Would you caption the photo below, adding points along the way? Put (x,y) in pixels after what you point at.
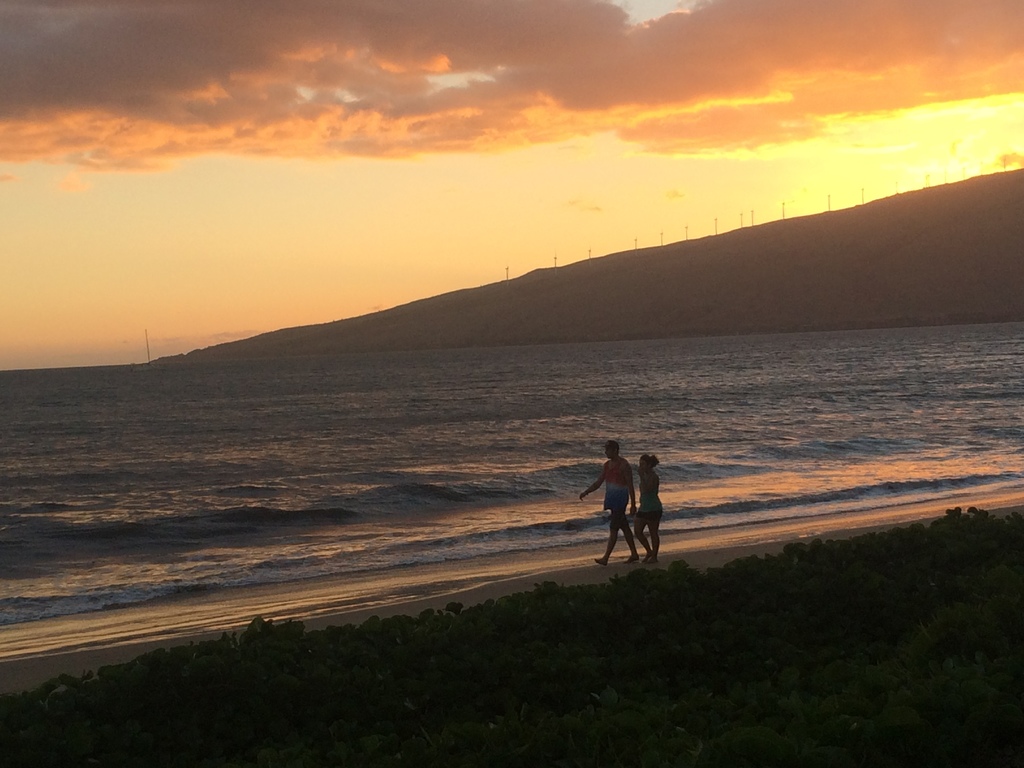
This picture might be taken on the sea shore (889,509). In this image, in the middle (650,474), we can see two people (616,520) are walking on the sand (671,552). In the background (124,422), we can see water (676,401) in a ocean (702,401), rocks (611,278), poles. On the top (655,149), we can see a sky (755,144), at the bottom (577,645) there are some trees (517,635).
